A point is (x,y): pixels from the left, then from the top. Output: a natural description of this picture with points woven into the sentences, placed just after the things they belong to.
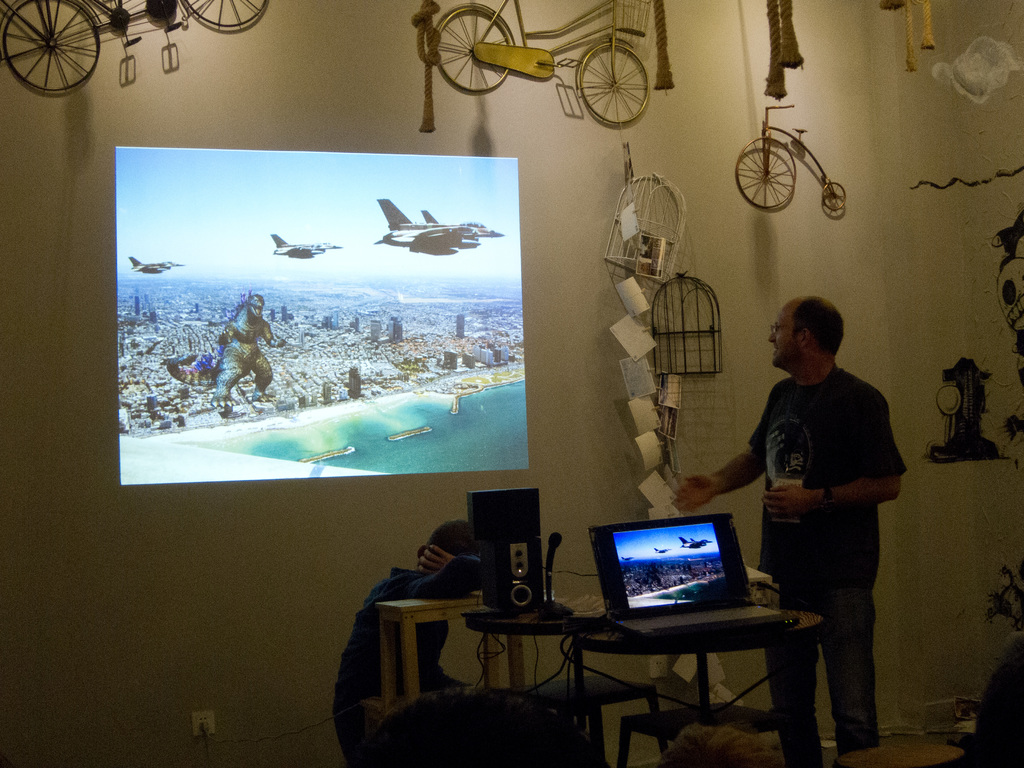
In this picture, we have some persons (863,477). In the right (788,466) the person (800,511) is standing and he is looking at the projection (438,378) present there on the wall (207,501). And here we have table (717,650). On the table (642,651) we have laptop (708,592), speakers (509,571). From the laptop (708,608) the projection (431,397) is made on the wall (224,139) and we have bicycle toys (609,61) present and here at the bottom (492,753) we have audience (1001,727) viewing the picture (361,325).
